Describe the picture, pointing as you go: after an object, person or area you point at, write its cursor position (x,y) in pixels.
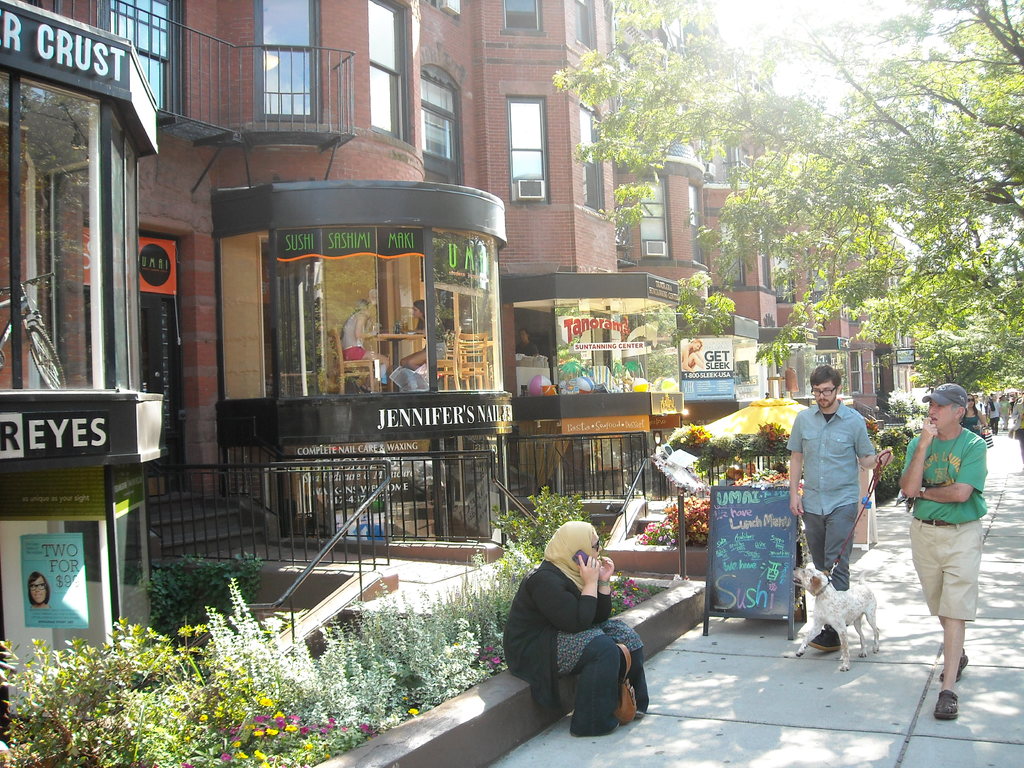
At the top (807,46) we can see sky (756,34) and it seems like a sunny day. These are trees (960,240) near to the buildings (52,106) and stores (291,266). Here we can see persons (828,402) standing and walking. Here we can see one woman (609,708) sitting near to the flower plants (306,672). This is a board (740,573). We can see one man (823,637) holding a dog's belt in his hand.
